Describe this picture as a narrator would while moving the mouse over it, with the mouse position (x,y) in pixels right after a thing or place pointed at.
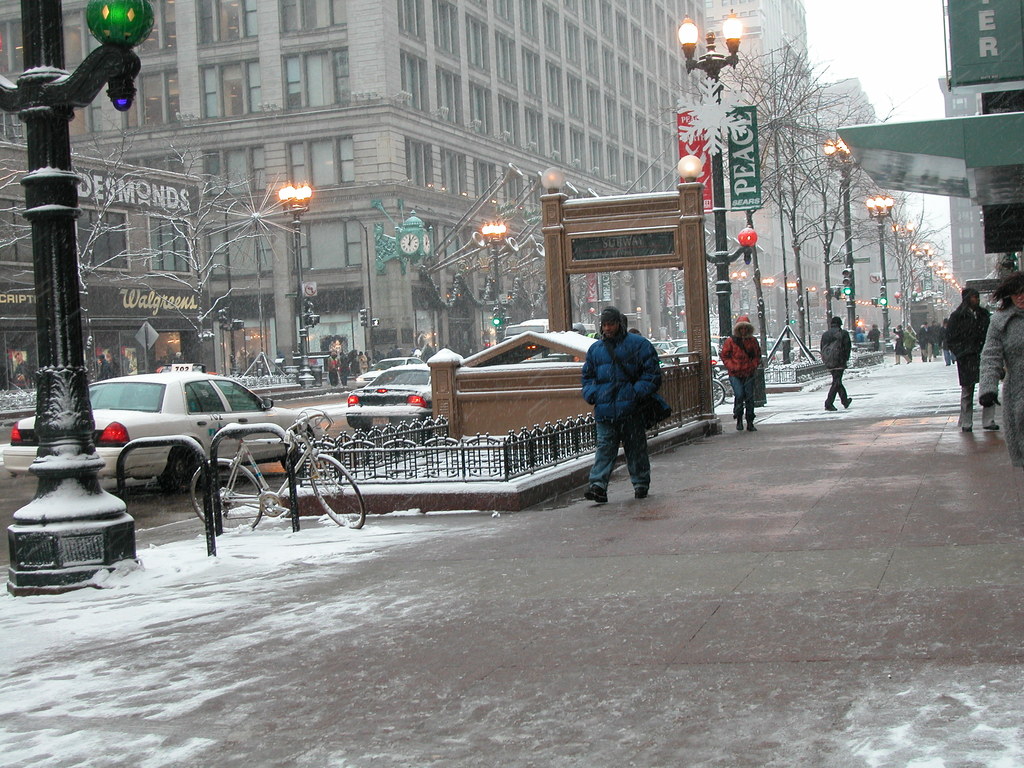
In the picture I can see the buildings (491,68). There are a few persons (968,399) walking on the side of the road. I can see the vehicles (520,323) on the road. There are light poles (720,144) and trees (770,176) on both sides of the road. There is a bicycle (222,518) on the side of the road (335,406).
